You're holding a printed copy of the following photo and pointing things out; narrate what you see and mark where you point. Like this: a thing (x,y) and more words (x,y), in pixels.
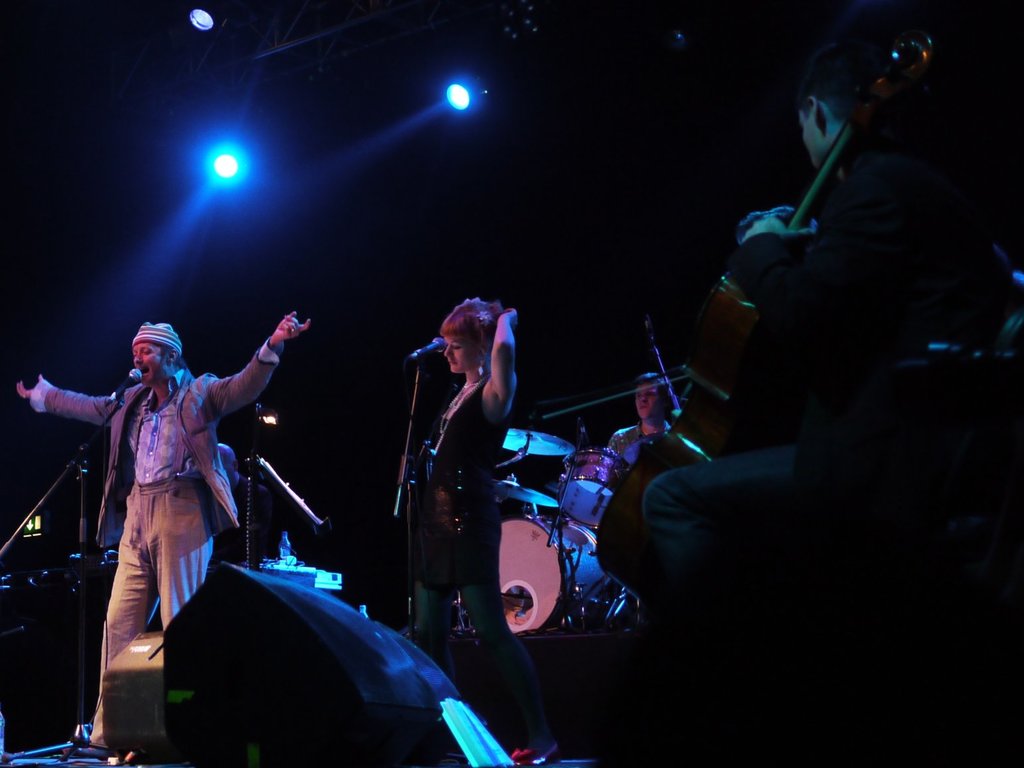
In this image there is a man (135,359) standing and singing a song in the microphone (138,371), another woman (469,401) standing near microphone (407,466), another man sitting and playing the drums (505,553), another man (815,451) sitting and playing the cello (608,505) and at the back ground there are focus lights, speaker (301,590), light (30,533).
